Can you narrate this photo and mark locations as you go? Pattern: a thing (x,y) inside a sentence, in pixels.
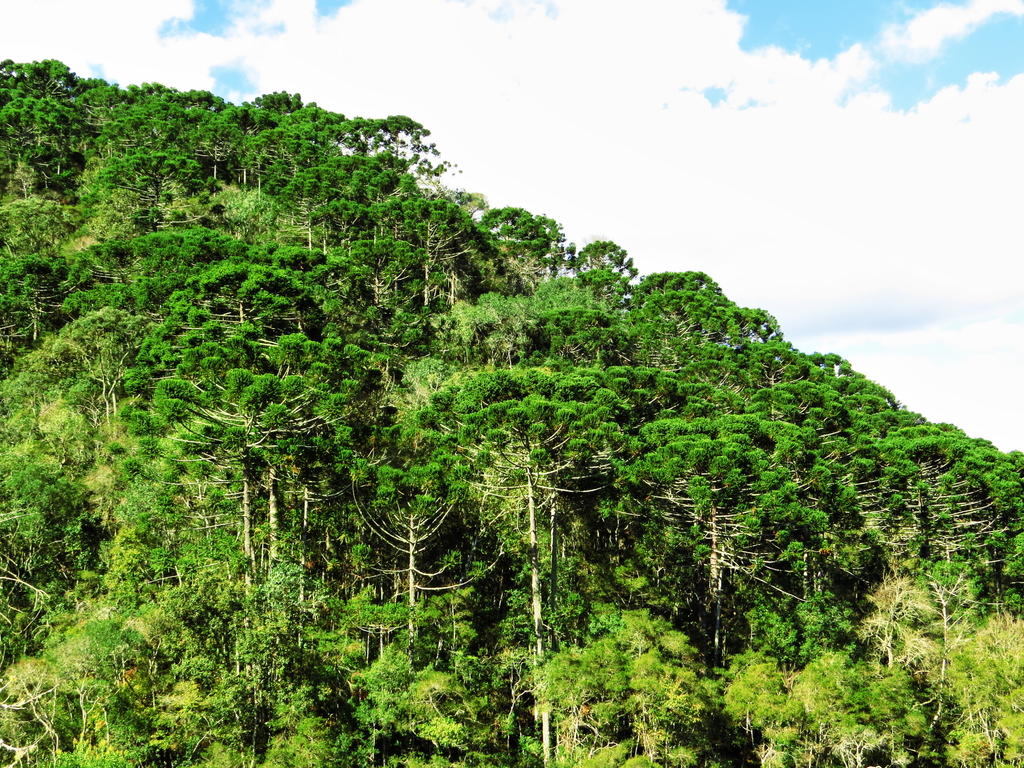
This picture is clicked outside the city. In the foreground (128,399) we can see there are many number of trees (709,383). In the background (770,243) there is a sky (863,93) with the clouds (567,91).
